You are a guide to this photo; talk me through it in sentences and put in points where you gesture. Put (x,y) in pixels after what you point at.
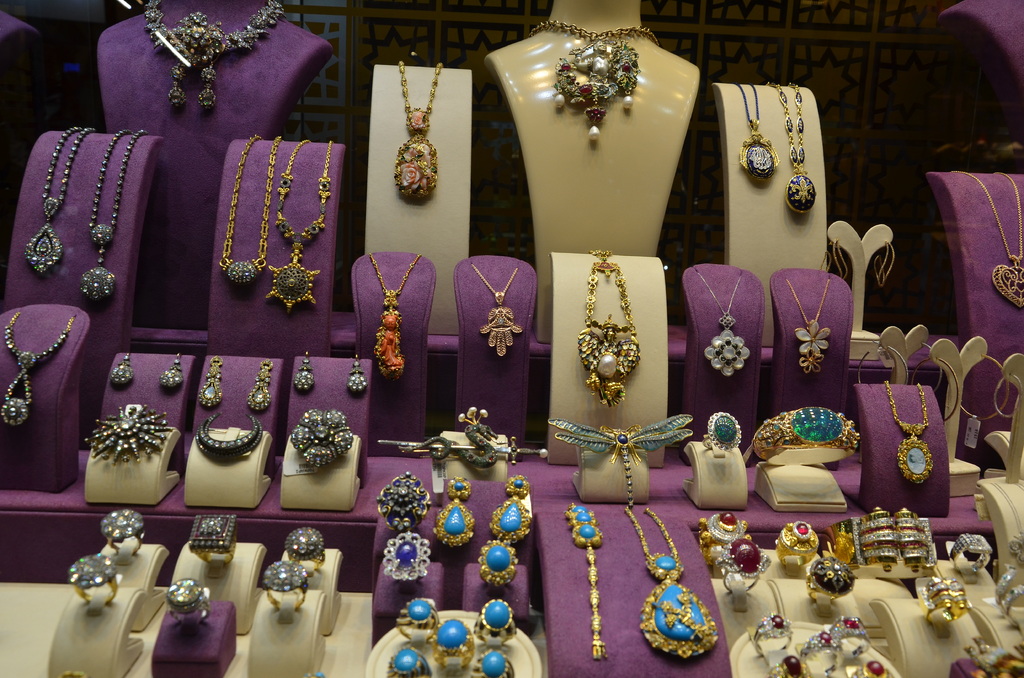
In the center of the image (554,256) we can see few jewelry stands (126,495), which are in violet and cream color. On the stands (640,288), we can see different types of jewelry (713,349), rings (723,424) and pendants (390,358).
